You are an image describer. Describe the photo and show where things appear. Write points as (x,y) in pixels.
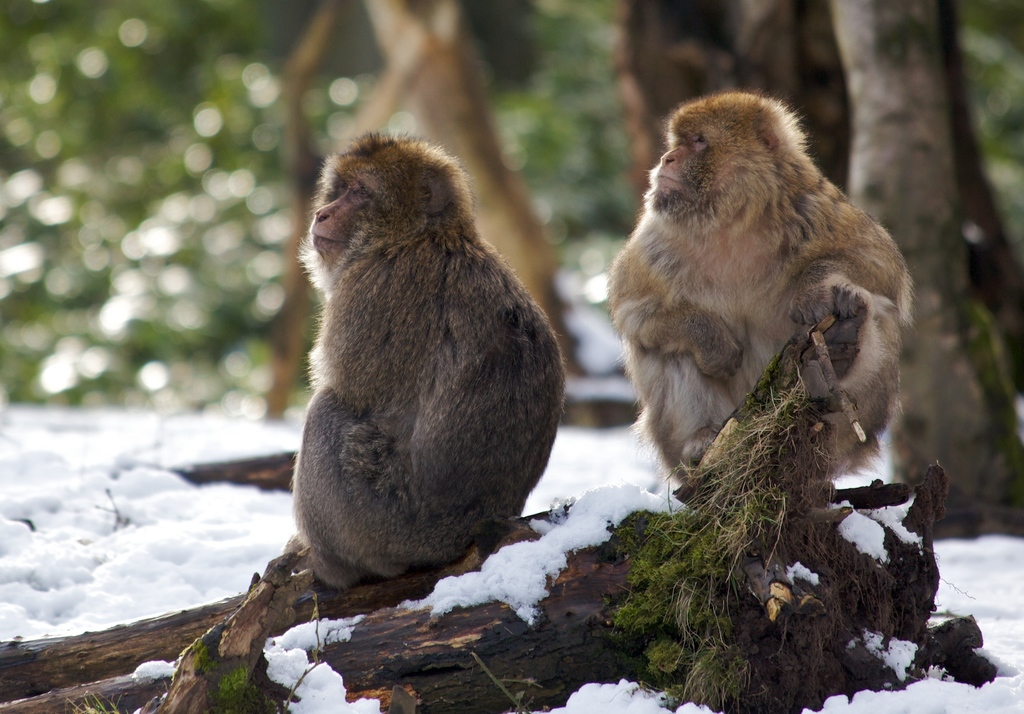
In this image I can see two monkeys (393,279) are sitting on a stick (310,603) which is on the ground (910,700). Here I can see the snow (153,551). In the background (397,73) there are some trees (640,67).
